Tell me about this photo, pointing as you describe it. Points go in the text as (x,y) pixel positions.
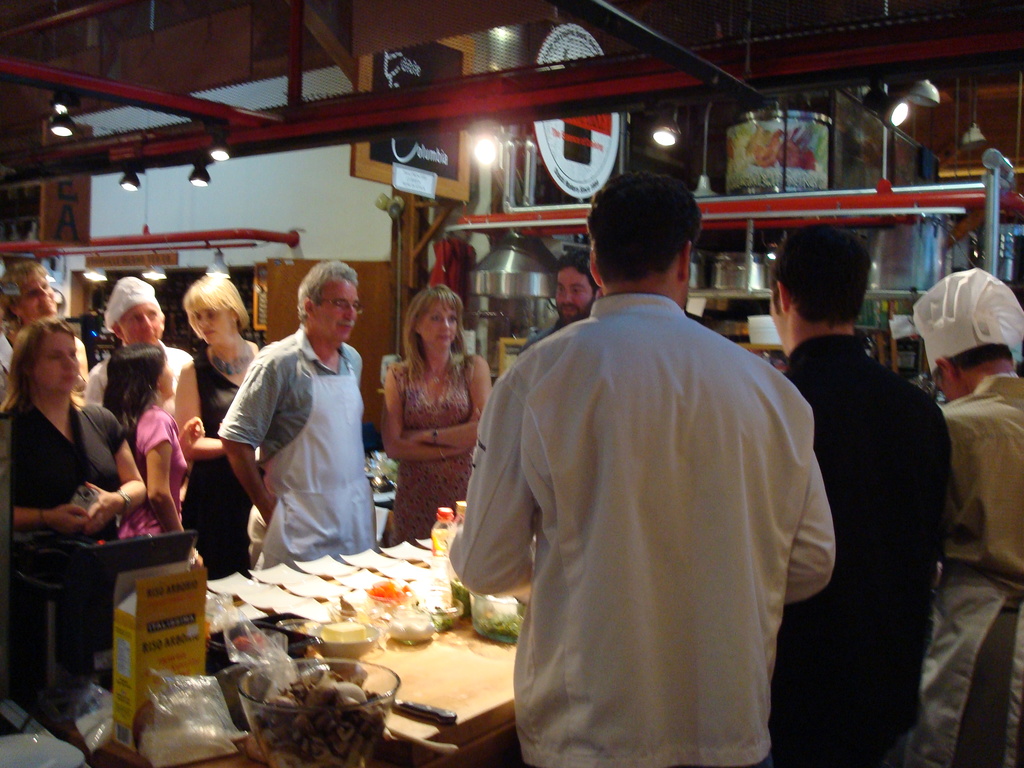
In this image there are few people (417,508), few objects (378,615) on the tables (383,652), few lights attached to the roof (480,118) and some objects (767,264) in the shelves (883,302).
